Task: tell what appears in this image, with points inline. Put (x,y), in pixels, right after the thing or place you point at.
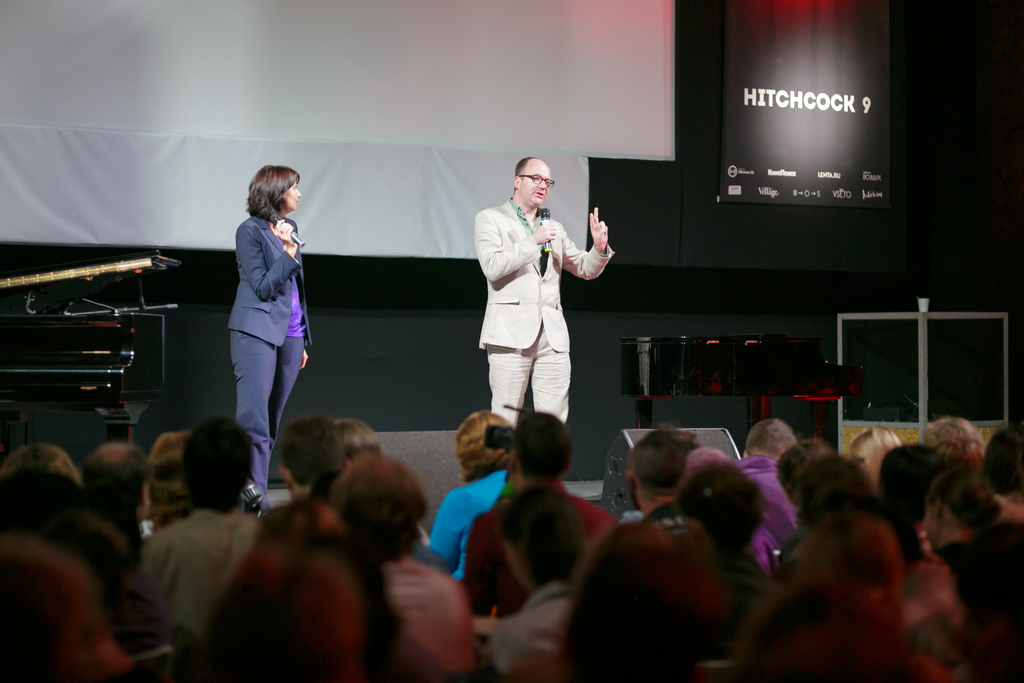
In this picture, we can see a group of people (405,534) sitting and two people (264,303) are standing and holding the microphones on the stage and the man (512,285) is explaining something. Behind the people (523,259) there are some objects (852,380), projector screen (485,62) and a black banner (753,109).
